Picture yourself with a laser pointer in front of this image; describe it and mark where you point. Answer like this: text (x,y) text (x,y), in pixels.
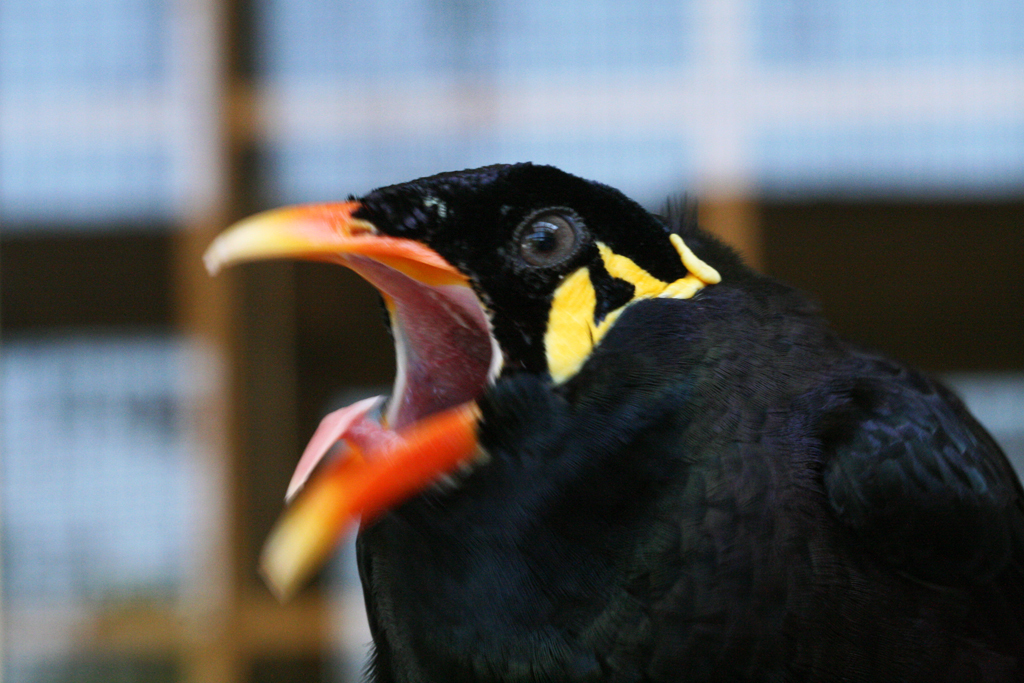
In this image there is a black color bird (604,418). The mouth (419,461) of the bird (310,207) is open. There is blurry in the background (829,204).
